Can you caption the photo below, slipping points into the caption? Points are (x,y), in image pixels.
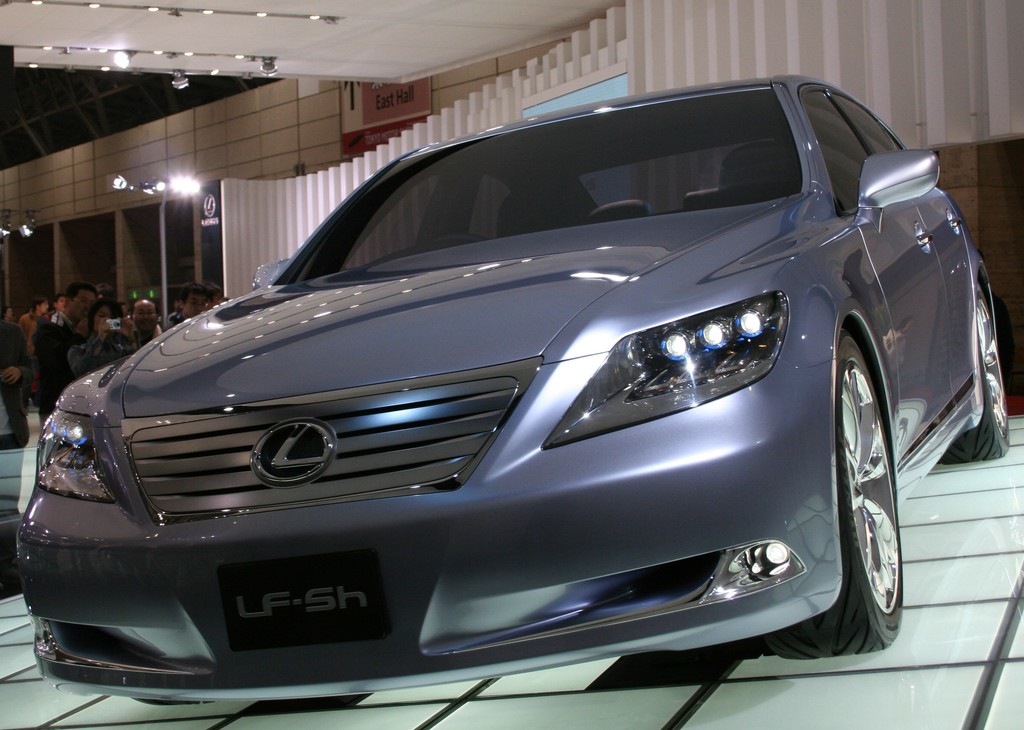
In this picture we can observe a car (530,384) which is in grey color on the floor (997,504). In the left side (88,339) there are some people (95,339) watching and taking pictures of this car (286,364). We can observe lights (175,186) and a wall (125,157) in the background (116,141).
